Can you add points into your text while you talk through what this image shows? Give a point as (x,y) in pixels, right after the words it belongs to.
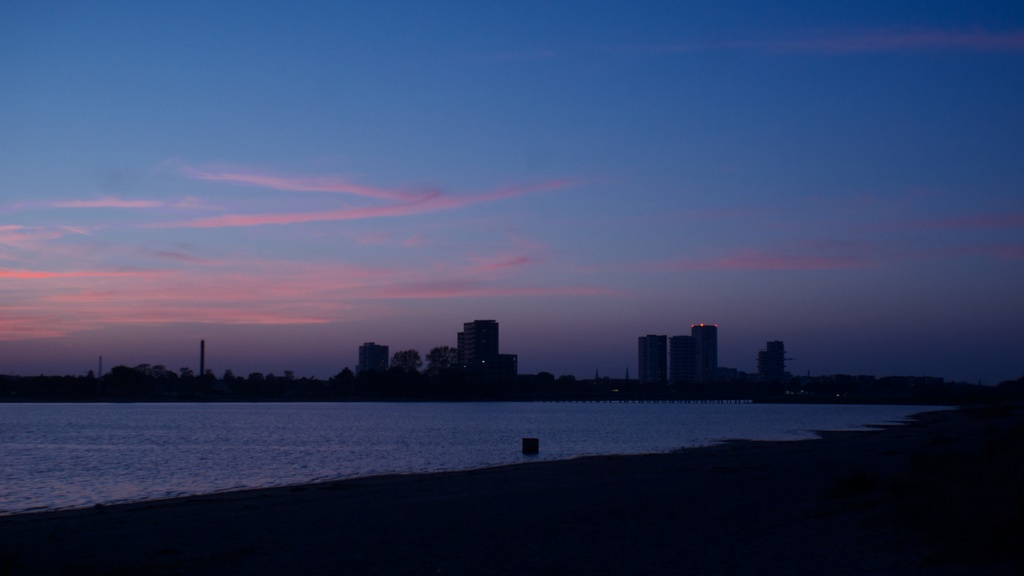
There is water (238,422). In the background (276,384) there are trees (167,380), buildings (700,366) and sky (264,222).
